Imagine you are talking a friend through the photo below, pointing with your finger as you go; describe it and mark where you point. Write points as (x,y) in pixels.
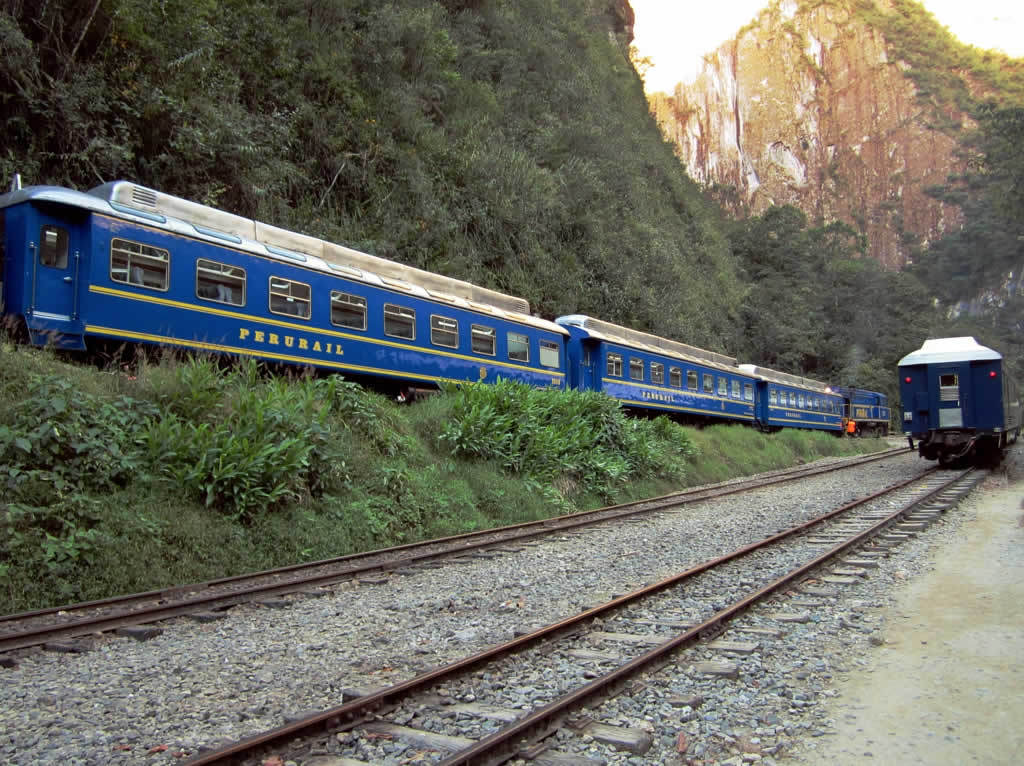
In this image we can see trains (934,374) on the track (544,728). There are stones (746,667) and we can see plants (450,422). In the background (546,262) there are hills (737,139) and trees (841,294).
